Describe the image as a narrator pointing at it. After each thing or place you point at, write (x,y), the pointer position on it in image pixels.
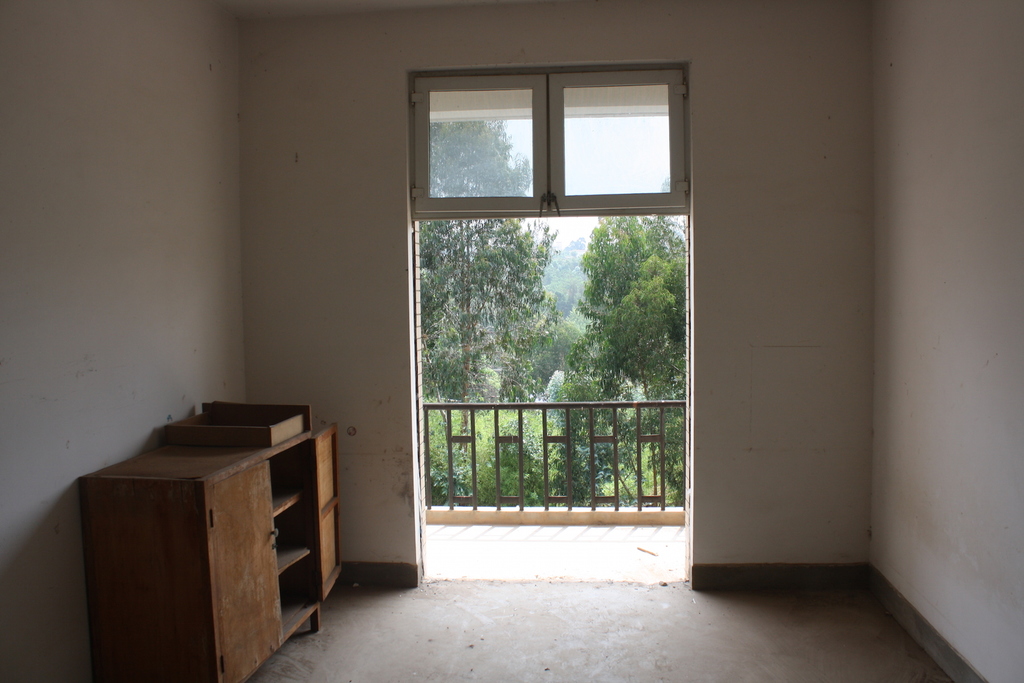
This is a place where we have a wooden desk (160,450) on the left side (162,472) and a window (585,204) and a door (507,286) and some plants (524,350) outside.
